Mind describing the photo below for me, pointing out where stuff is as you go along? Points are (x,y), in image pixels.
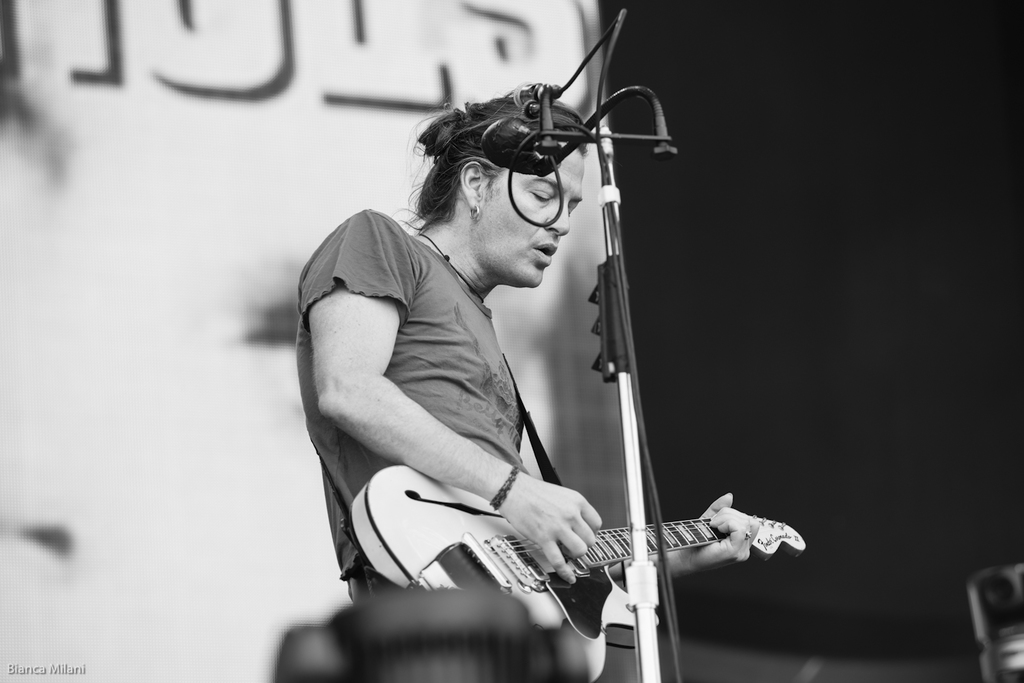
This is the picture of a person (466,374) who is holding the guitar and playing it in front of the mic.
